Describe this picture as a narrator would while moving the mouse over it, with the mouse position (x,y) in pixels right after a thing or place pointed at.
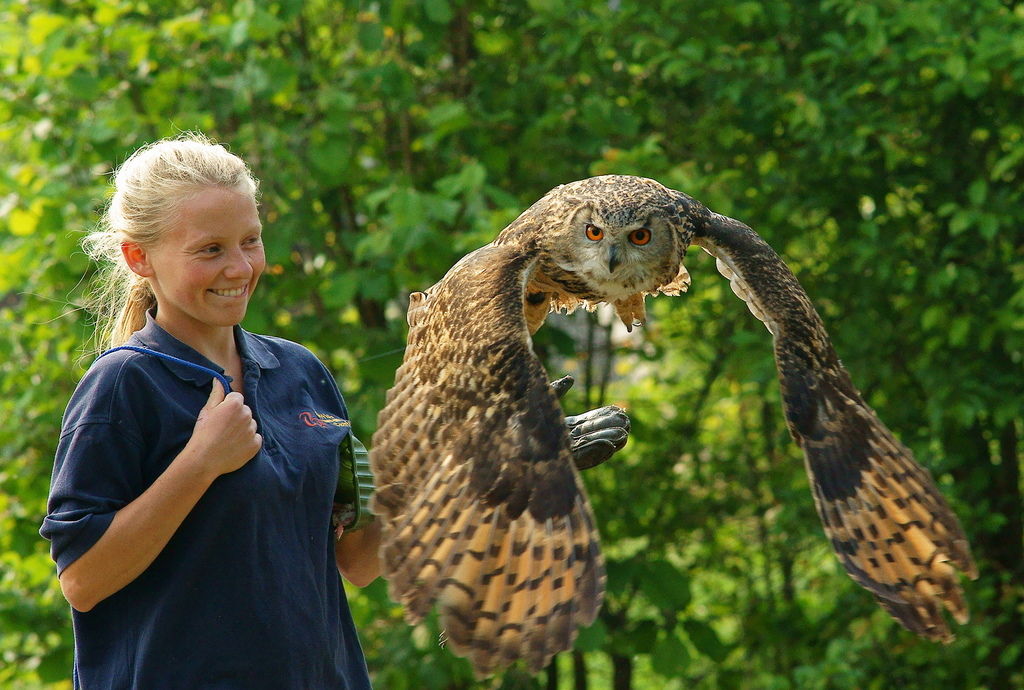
In this image, we can see a lady (187,389) wearing glove (605,424) and carrying an object (355,469). In the background (271,212), there are trees (730,311) and we can see an owl (446,409).
